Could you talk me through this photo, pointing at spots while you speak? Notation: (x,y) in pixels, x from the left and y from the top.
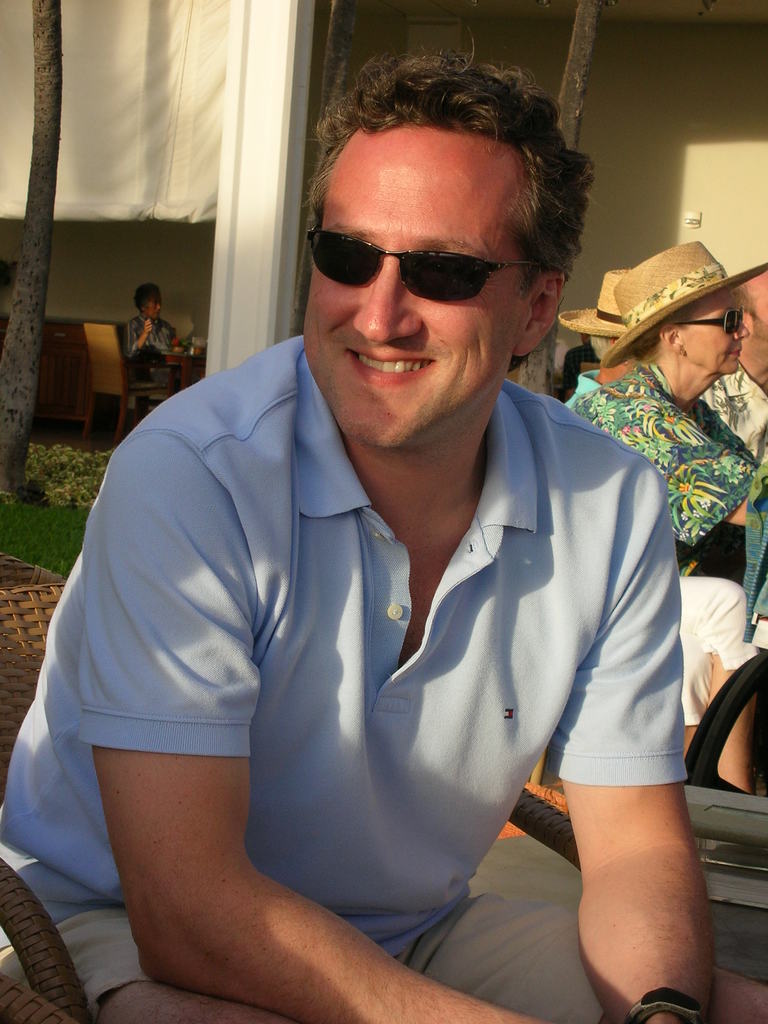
In this image there is a man (275,590) in the center (328,613) sitting and smiling. In the background (645,417) there are persons (644,358) sitting and on the left side (21,299) there is a tree (37,242) and there is a white colour curtain (131,152). On the ground (41,502) there is grass (25,536).
